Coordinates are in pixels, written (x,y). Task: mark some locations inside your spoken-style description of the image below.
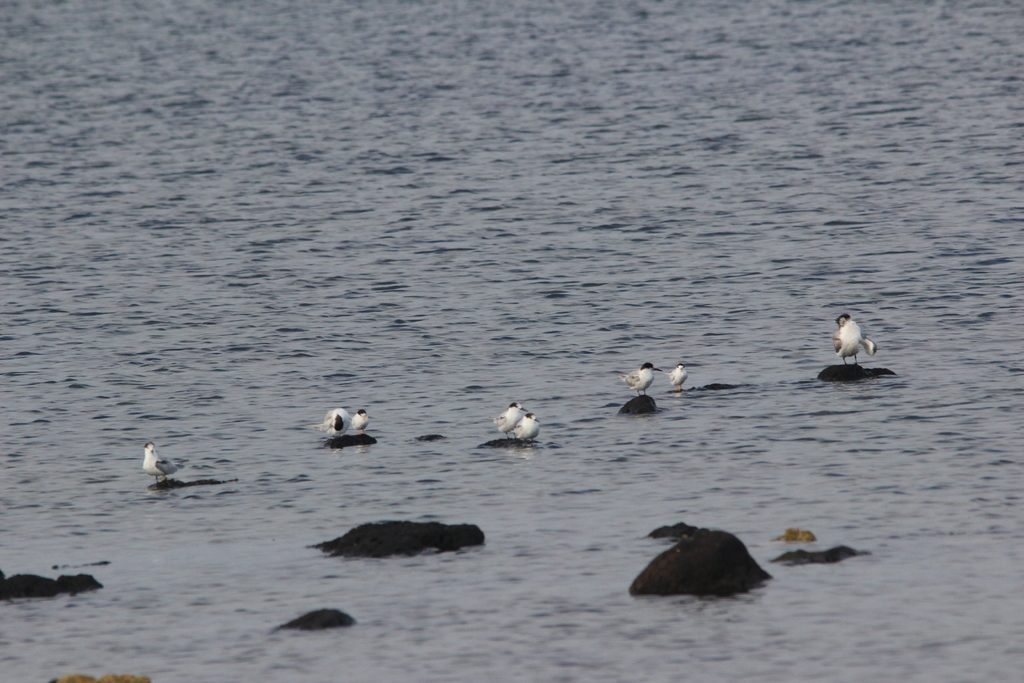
In this image, we can see some birds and some objects (640,402) on the water (557,530).
